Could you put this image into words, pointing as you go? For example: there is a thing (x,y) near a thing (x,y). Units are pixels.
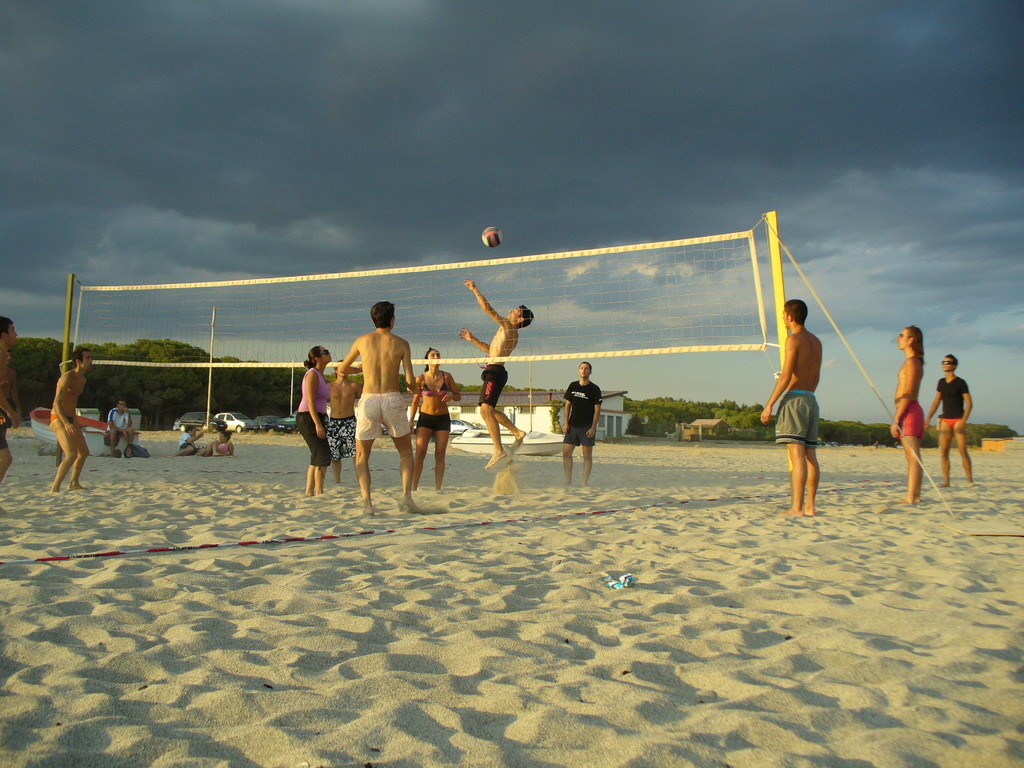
In this picture I can see the sand (207,605) on which there are few people (333,436) who are standing and I can see a man (482,370) who is jumping and I can see 2 poles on which there is a net (526,257). I can also see a ball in the center of this picture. On the left side of this picture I can see few of them are sitting. In the background (94,423) I can see few boats (559,437), cars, a buildings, number of trees (645,435) and the cloudy sky (549,204).
